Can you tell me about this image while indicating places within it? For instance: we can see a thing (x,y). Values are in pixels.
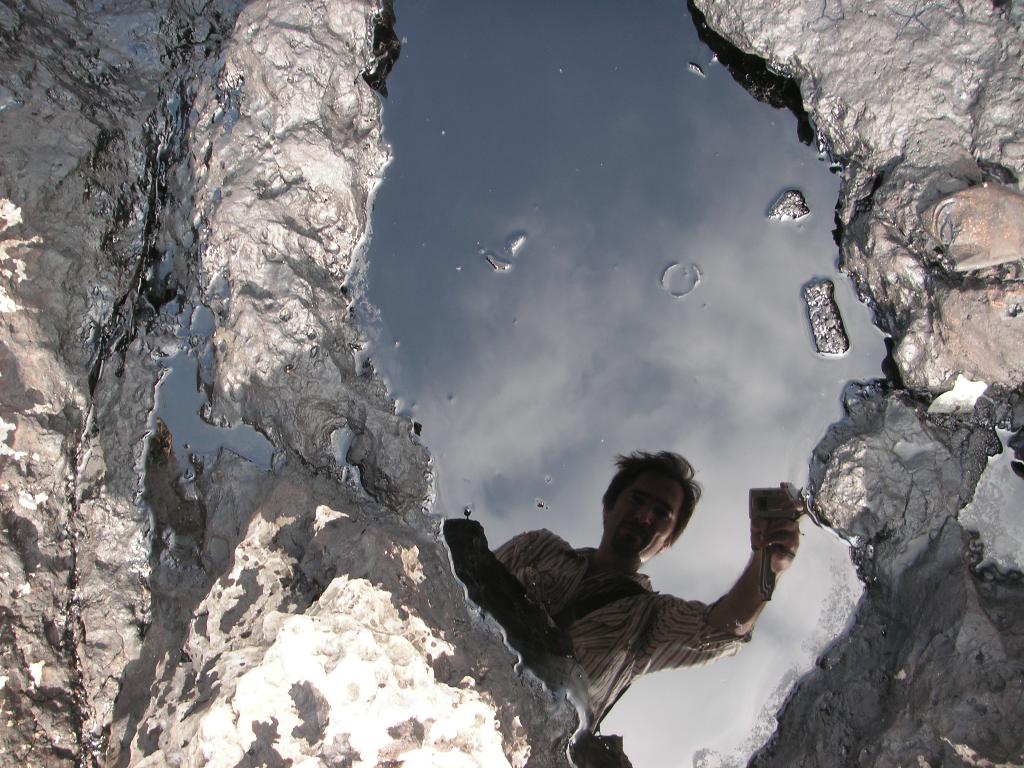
In this image we can see there are some water (600,372). In the water (684,553) there is a reflection (647,580) of a person (647,580).
